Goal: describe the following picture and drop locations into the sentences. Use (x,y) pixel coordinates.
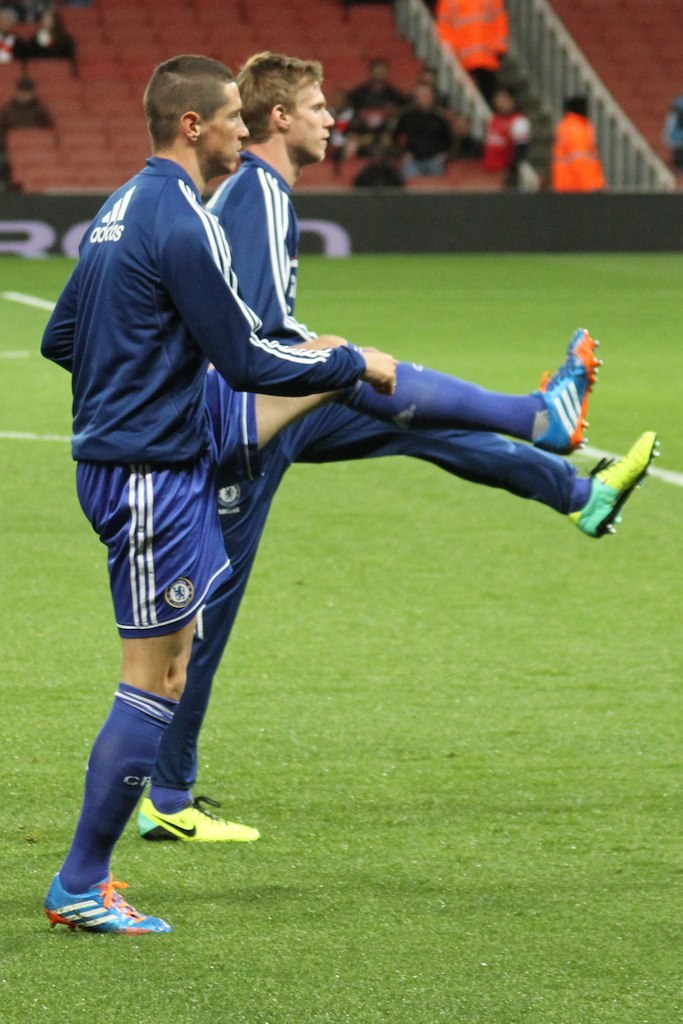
In this image there are two men (213,549) standing. They are lifting their legs (391,436) forward. There is grass (401,655) on the ground (480,520). In the background (458,25) there are seats (385,53) and a few people (475,49) are sitting on the seats (632,96). In front of them there is a board (435,223) on the ground (433,739).
